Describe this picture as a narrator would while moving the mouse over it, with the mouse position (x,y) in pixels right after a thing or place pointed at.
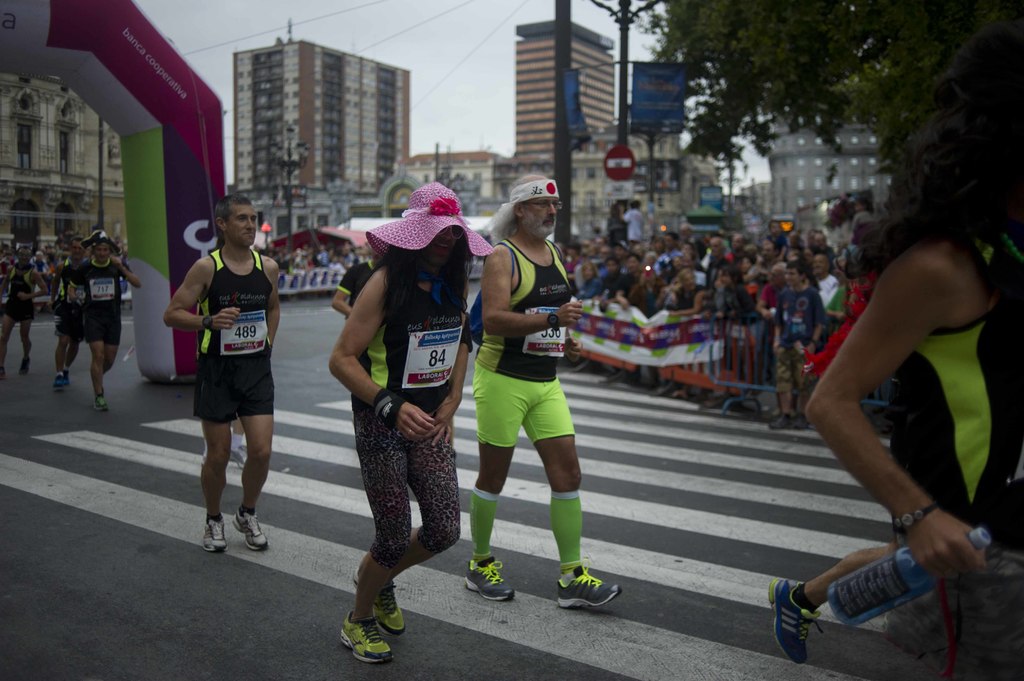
In this image I can see few people (105,296) wearing t-shirts (249,294), shorts (244,369) and running on the road (634,635) towards the right side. In the background (713,267), I can see many people (688,260) are standing on the road (643,393) and looking at the people (520,338) who are running. In the background (329,143), I can see many buildings (389,144) and trees (779,52). At the top of the image (321,27) I can see the sky (224,10). On the left side (115,47) I can see an arch (152,130) which is made up of balloon (154,102) and it is placed on the road (165,417).
